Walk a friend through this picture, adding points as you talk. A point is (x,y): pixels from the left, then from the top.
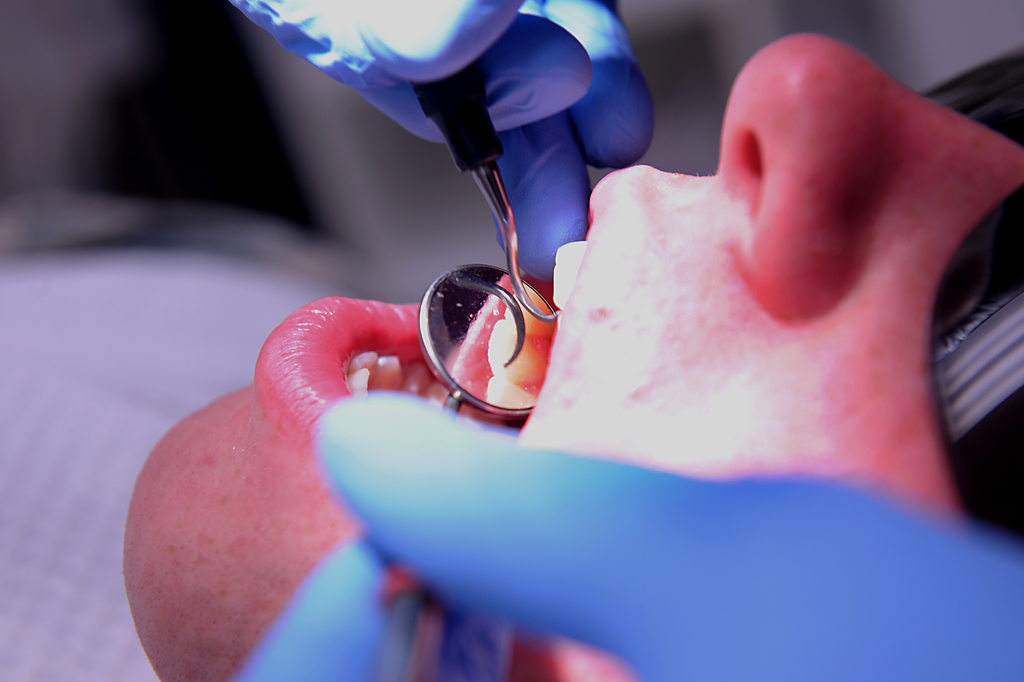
Here in this picture we can see close up view of a face (565,368) and we can also see a person (430,496) performing some operation on the teeth (495,342) of some other person (530,277) with the help of some equipments (465,345) and we can see gloves (450,17) on the hands (442,542) of the person (525,556) and we can see goggles (1009,112) on the eyes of another person (991,158).
